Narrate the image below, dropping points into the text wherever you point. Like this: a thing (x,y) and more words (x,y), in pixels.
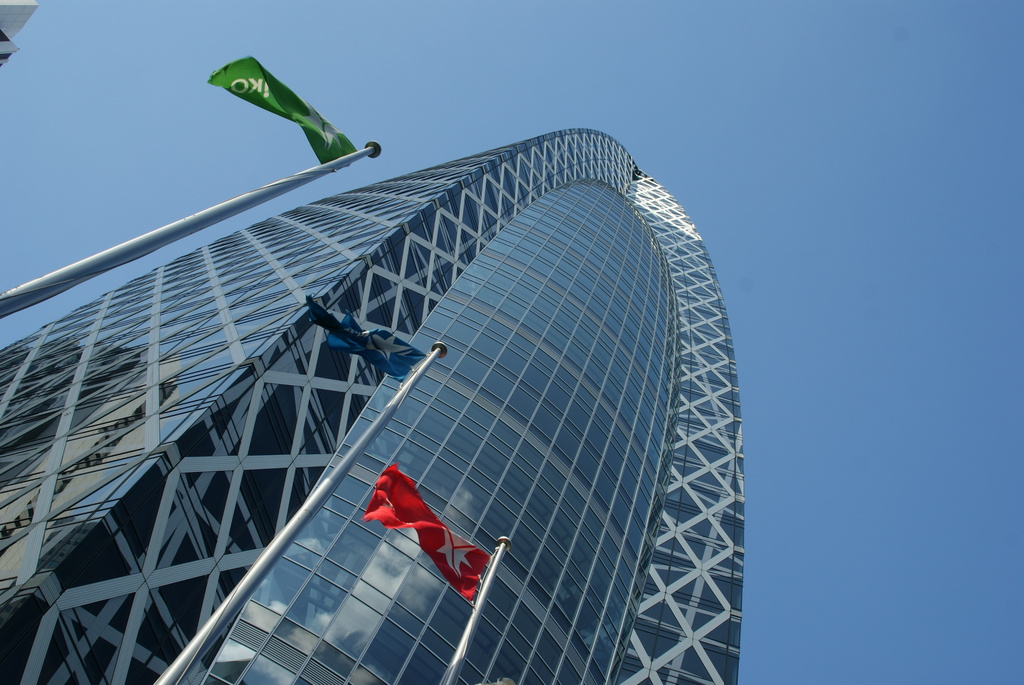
In this image we can see the building (473,393) with glasses (299,313), in front of the building (213,340) we can see the flags (465,543) attached to the poles (469,626). In the background (46,225), we can see the sky (600,100).
